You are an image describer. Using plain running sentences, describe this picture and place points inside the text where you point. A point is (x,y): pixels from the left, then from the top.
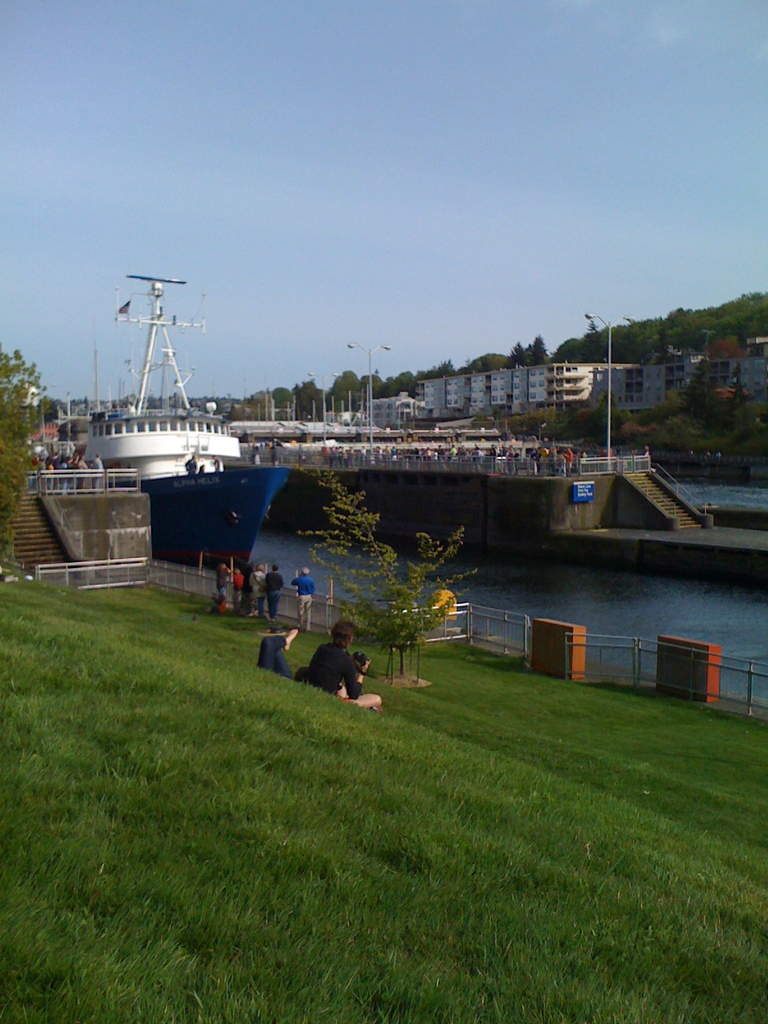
This picture is taken outside. At the bottom (353,780), there is a grass (404,733). On the grass (338,704), there are some people (350,639) and a plant (366,619). Beside it, there is a river (407,555). On the river (755,657), there is a ship (190,507). In between the river (708,500), there is a bridge (509,483) with people (331,458). In the background (516,378), there are buildings (673,353), trees (586,417) and a sky (291,264).
